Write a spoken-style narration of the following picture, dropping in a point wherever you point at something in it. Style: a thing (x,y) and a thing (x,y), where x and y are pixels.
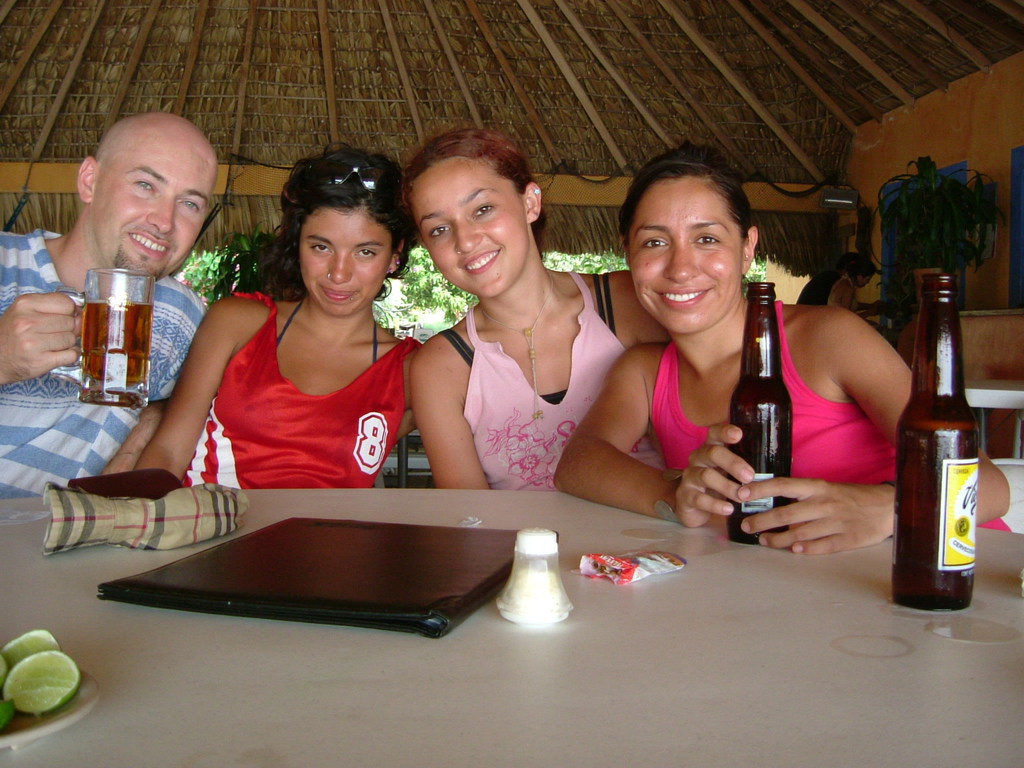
There are four members (493,358) sitting in the chairs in front of the table (582,554) on which a file (366,611), some bottles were placed. Three of them were women (214,358) and one is man (40,397). In the background (395,80) there is a roof (416,44) of a hut (458,74).
